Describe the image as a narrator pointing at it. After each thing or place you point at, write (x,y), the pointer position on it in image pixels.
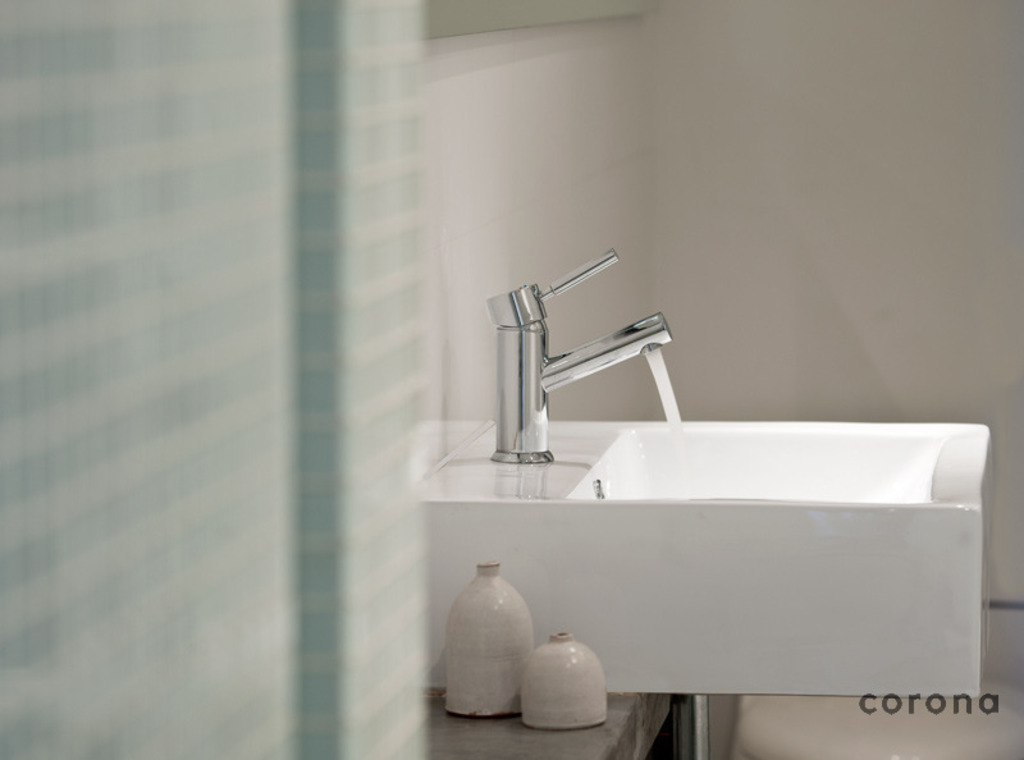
In this picture there is a white color wash basin (745,516) which has a tap (639,342) opened and water (665,402) is coming out through it and there are two objects (518,640) beside it and there is corona written in the right bottom corner (938,700).
